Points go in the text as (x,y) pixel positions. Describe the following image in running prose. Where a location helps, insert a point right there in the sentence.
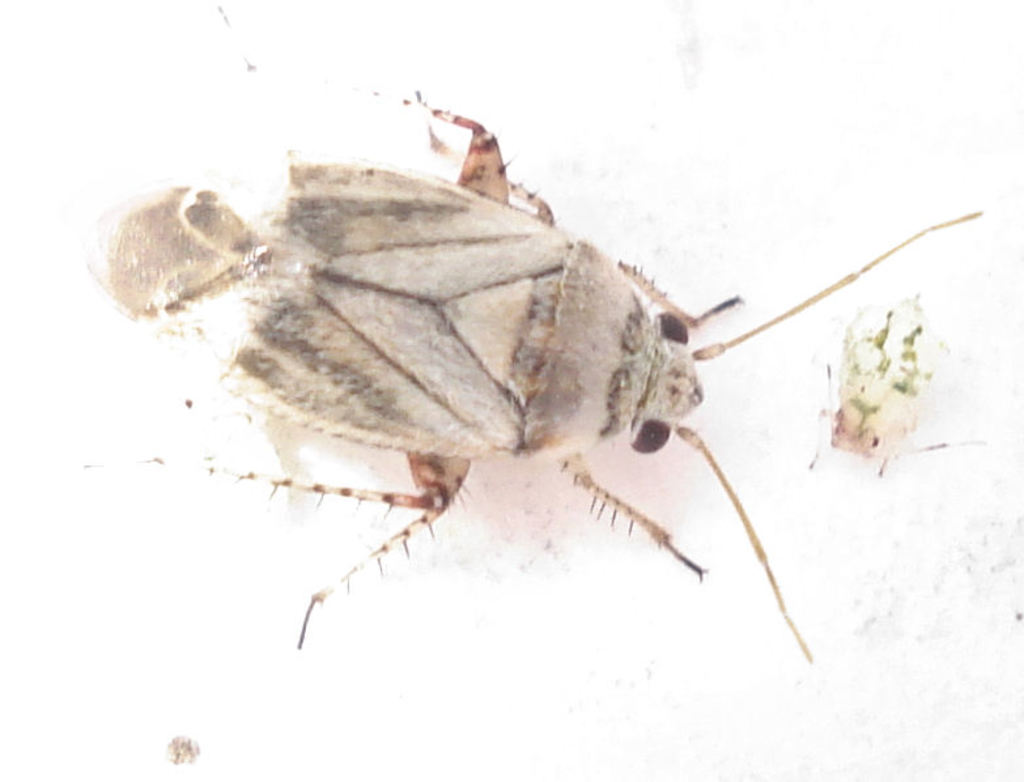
In the image there is an insect (384,410).
